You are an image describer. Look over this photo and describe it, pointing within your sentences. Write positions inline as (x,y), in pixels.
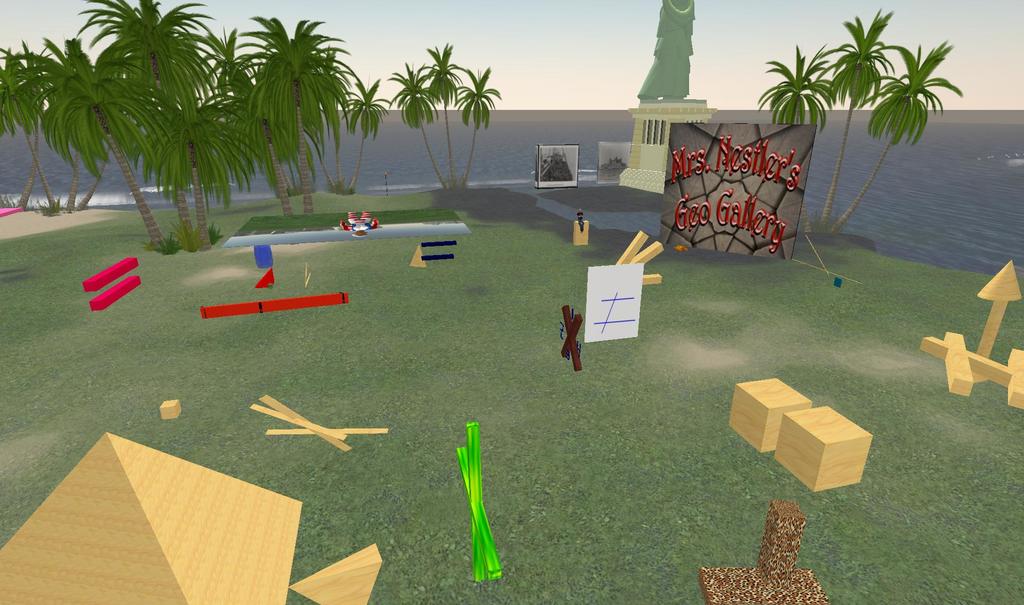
In this image I can see the digital art. I can see few trees (217,94), few shapes (181,501) which are brown in color and few objects (365,230) which are red, black, green and blue in color and in the background (679,11) I can see a statue (658,74), a board (714,225), few trees (842,99) and the water (918,172).
